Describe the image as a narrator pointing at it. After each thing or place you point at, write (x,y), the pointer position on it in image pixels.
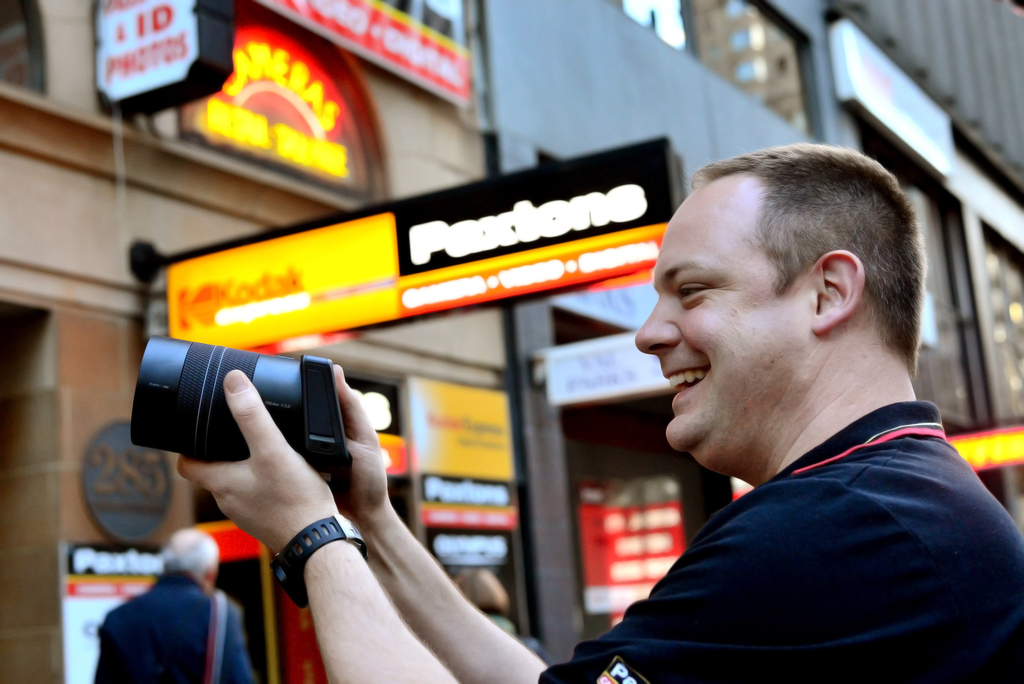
In the picture we can see a person (689,676) wearing black color T-shirt (748,600) and wrist watch (294,576) is holding a camera (329,425) in his hands (383,508) and smiling. The background of the image (130,641) is blurred, where we can see another person (197,653) walking on the road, we can see boards (95,616), LED boards (610,163) and buildings (996,113).
